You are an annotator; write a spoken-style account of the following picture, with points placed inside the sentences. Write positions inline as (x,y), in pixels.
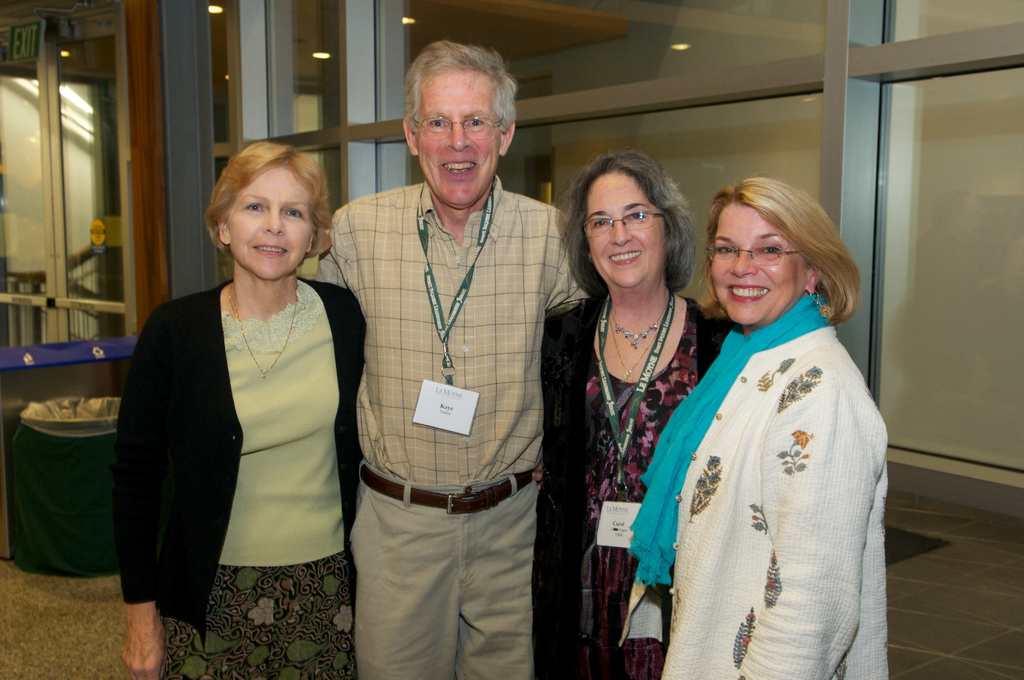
In this picture I can see 3 women (617,204) and a man (479,237) who are standing in front (388,236) and I see that they are smiling. In the background (83,55) I can see the glasses (919,22) and on the top of this picture (208,8) I can see the lights (409,23).
